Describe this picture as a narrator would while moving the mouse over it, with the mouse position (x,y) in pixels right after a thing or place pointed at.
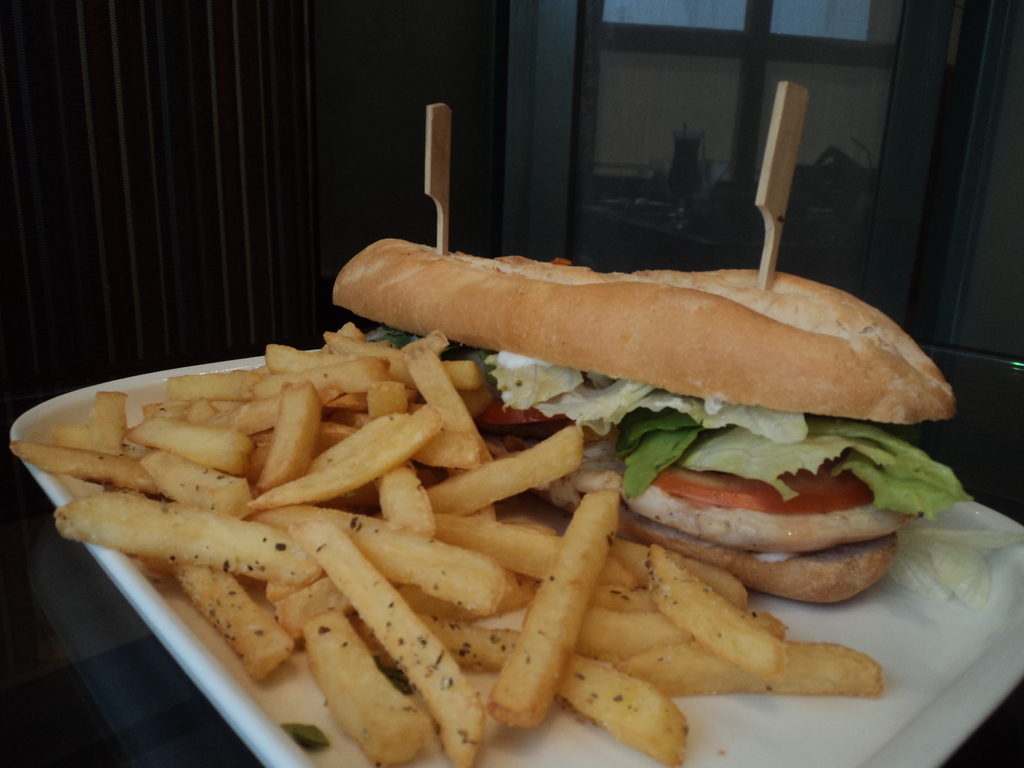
These are the french fries (313,459) and right side (895,490) it is a burger (888,507) in a white color plate (311,721).
